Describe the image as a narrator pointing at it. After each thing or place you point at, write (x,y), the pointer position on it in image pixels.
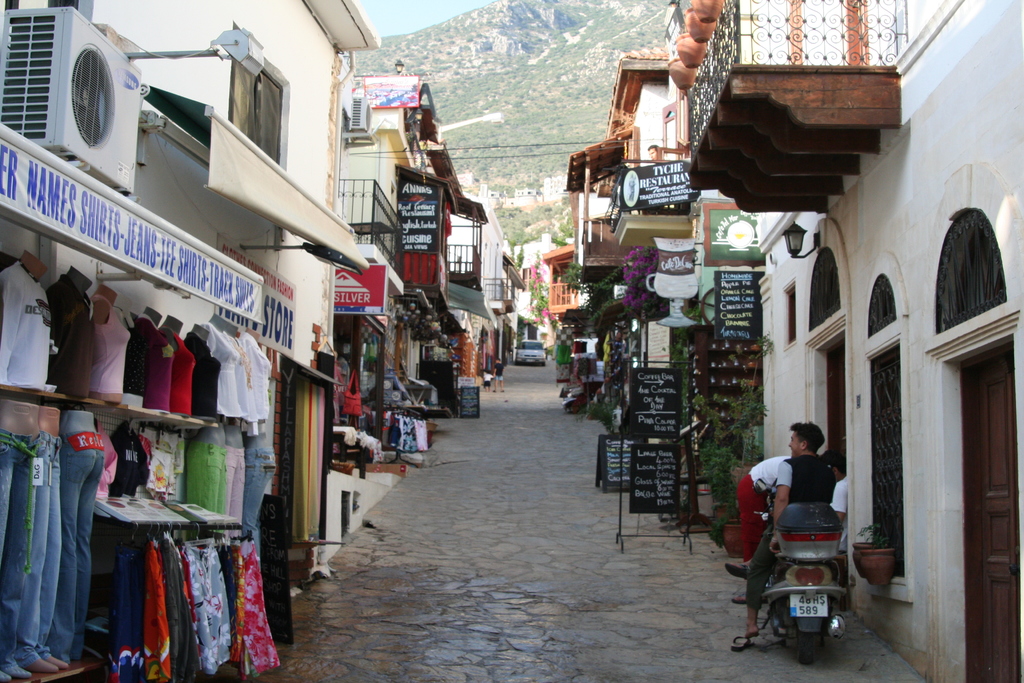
This image is clicked outside. There are buildings (320,298) on the left side (204,367) and right side (1009,546). There is a bike (839,623) at the bottom (823,612). On that there is a person (763,559) sitting. There is a car (534,350) in the middle (519,356).
